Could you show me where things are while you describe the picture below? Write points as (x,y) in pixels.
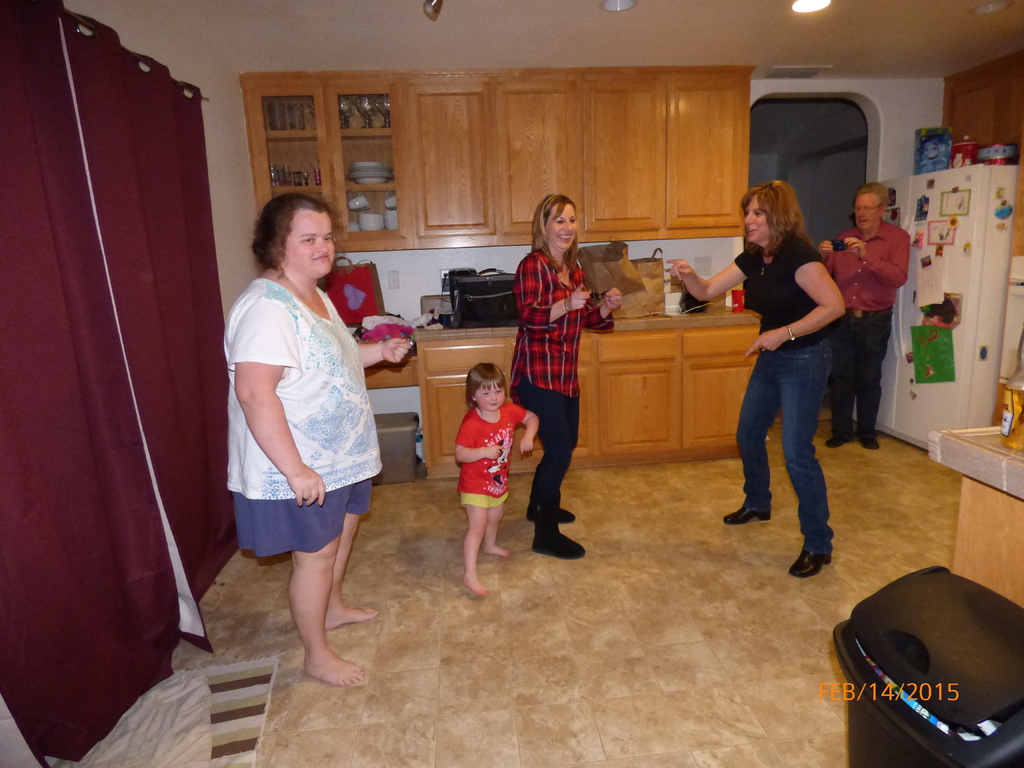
In the center of the image (536,503), we can see people (570,406) standing and some are performing dance and we can see a person (848,244) holding a camera (836,244). In the background (397,124), there are cupboards (343,152) and we can see some utensils (369,170) and there are some objects (354,279) on the table (1004,446) and we can see a refrigerator (935,255) and some posters (941,205) and jars (959,148) and there is a stand (980,532) and we can see a bin (913,652) and there is a curtain (169,570) and a wall (350,257) and some lights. At the bottom (250,710), there is a mat (237,725) on the floor (523,710).
